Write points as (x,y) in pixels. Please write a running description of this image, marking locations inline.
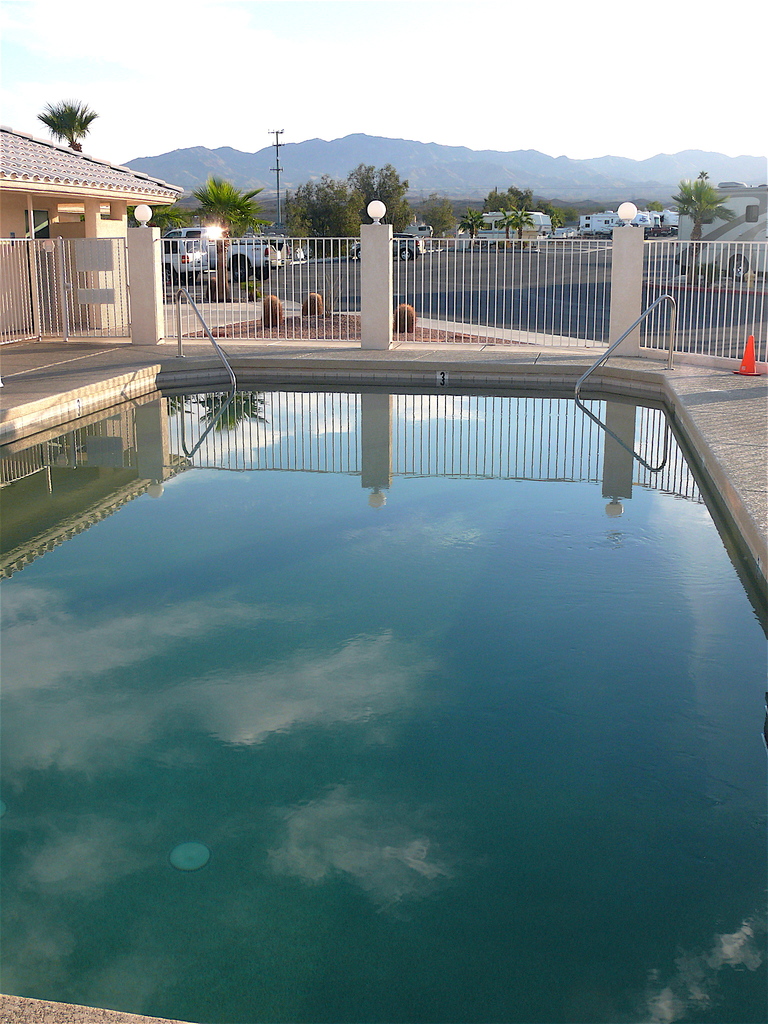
In this image I can see the water (145,914) in green color, background (90,183) I can see few lights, few buildings (134,201) in cream and white color, trees (349,228) in green color, few mountains (621,184) and the sky (308,104) is in white color.
